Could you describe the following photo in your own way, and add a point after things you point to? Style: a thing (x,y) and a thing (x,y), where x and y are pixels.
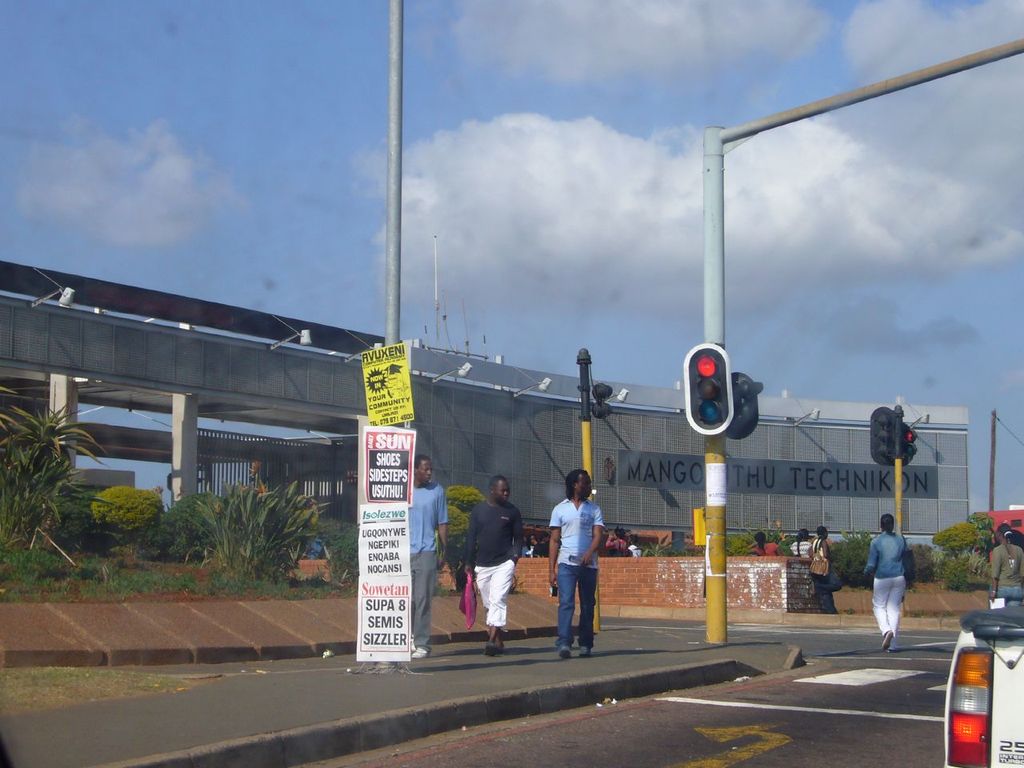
This image is clicked on the road (504,762). There are many people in this image. To the right (999,684), there is vehicle (1023,687). At the bottom (585,742), there is road (543,720). To the left (212,501), there are plants (232,504) and a bridge (167,389). In the middle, there are signal lights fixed to the pole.
